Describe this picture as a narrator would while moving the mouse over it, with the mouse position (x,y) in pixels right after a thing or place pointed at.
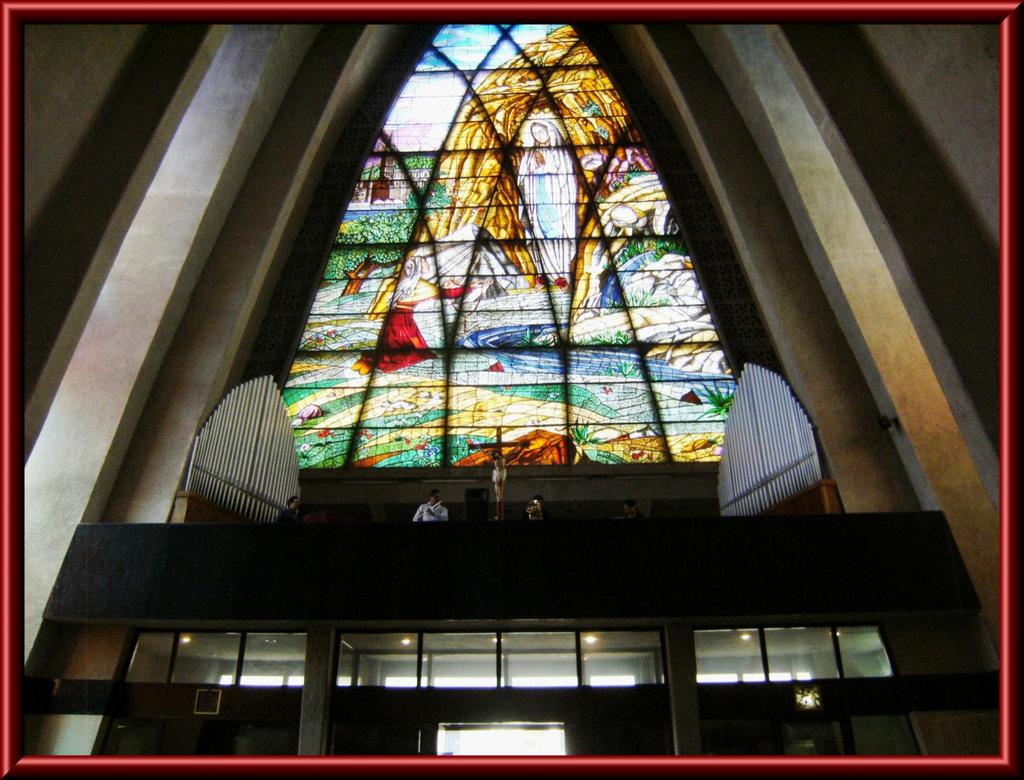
In the picture we can see an inside view of the church (723,521) with a glass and some paintings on it and near it, we can see a cross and a person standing near it and under him we can see a part of the glass walls (155,740) and inside it we can see some lights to the ceiling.
